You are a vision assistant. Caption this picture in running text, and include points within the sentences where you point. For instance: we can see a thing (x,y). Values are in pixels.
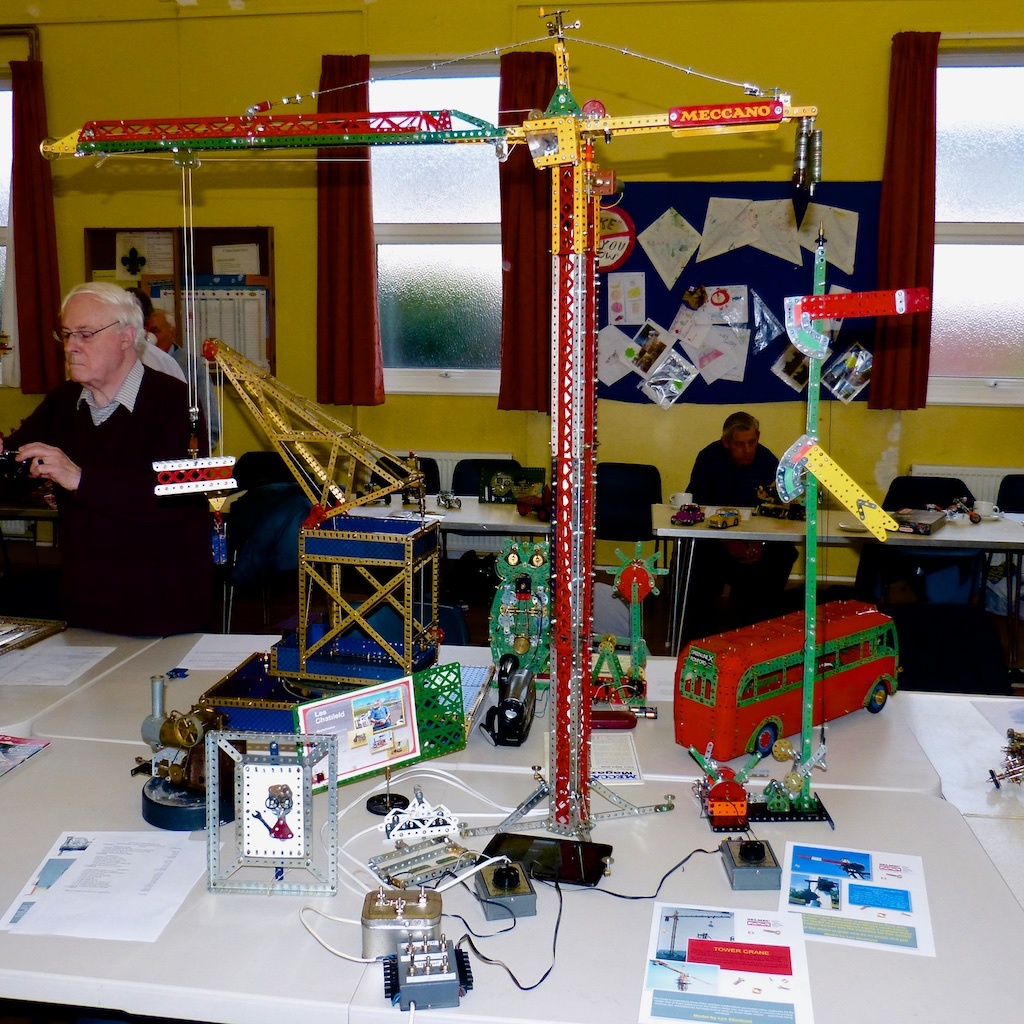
In the center of the image (373,534) there is a table (522,1021) on which there are many objects (27,653). There is a person (137,541) standing behind it. In the background of the image (436,413) there is a wall (617,67). There are windows (408,95). There is another person (763,462) sitting on chair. There are tables (667,531) at the background of the image (658,517).
